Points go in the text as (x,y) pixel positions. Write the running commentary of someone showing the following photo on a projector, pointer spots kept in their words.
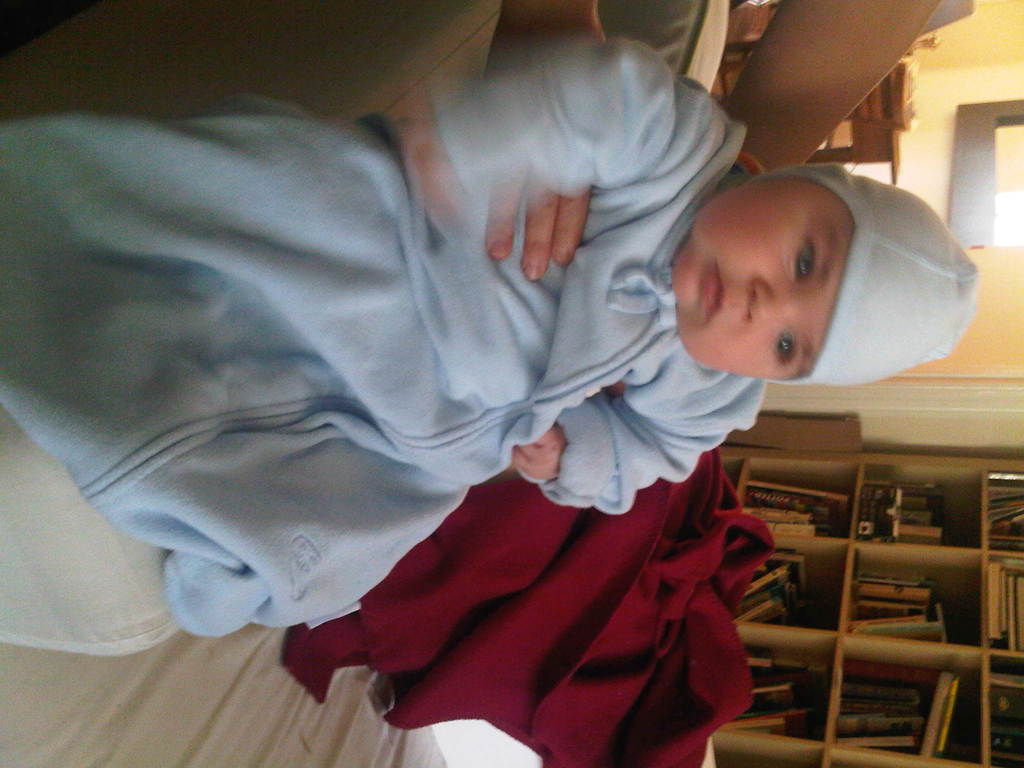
In this image in the front (454,270) there is a kid (608,320) and there are hands (547,201) visible of the person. In the background (665,575) there is a cloth (603,602) which is red in colour and there are shelves (881,546) and inside the shelves (931,572) there are books (996,605). There is a table (885,156) and there is a chair (892,97).
